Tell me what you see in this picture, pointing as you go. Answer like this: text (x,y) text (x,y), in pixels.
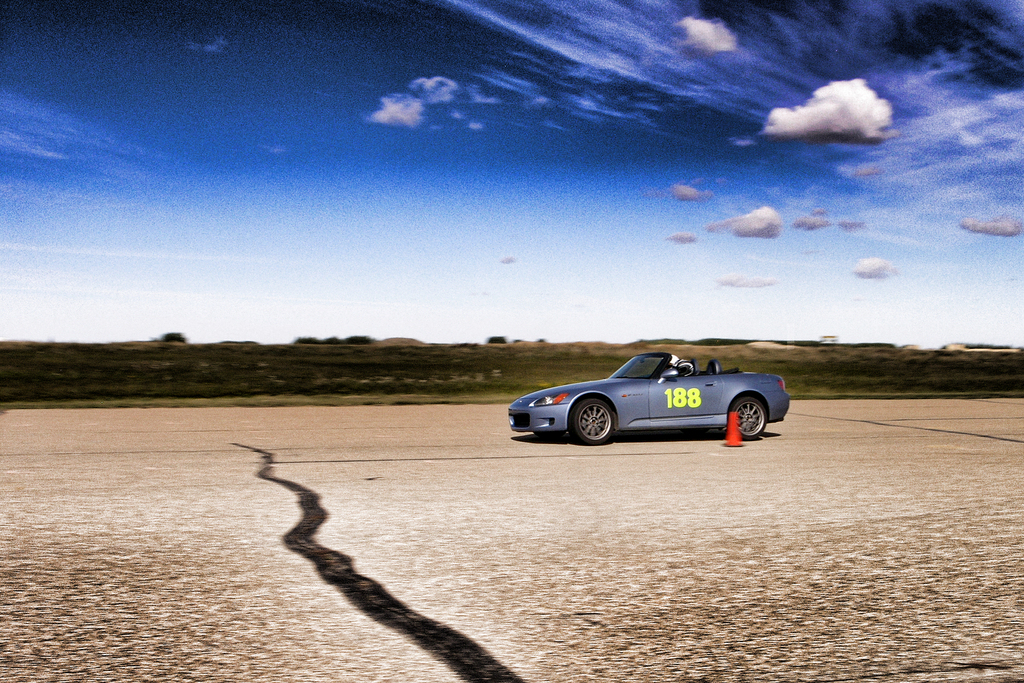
This is an edited image. At the bottom of the image (275,488) there is a ground (444,440). On the ground (395,622) there is a car (616,396) and a traffic cone (733,426). Behind the car (688,417) there is a ground (779,343). At the top of the image (345,150) there is a sky (596,333) with clouds (579,78).
